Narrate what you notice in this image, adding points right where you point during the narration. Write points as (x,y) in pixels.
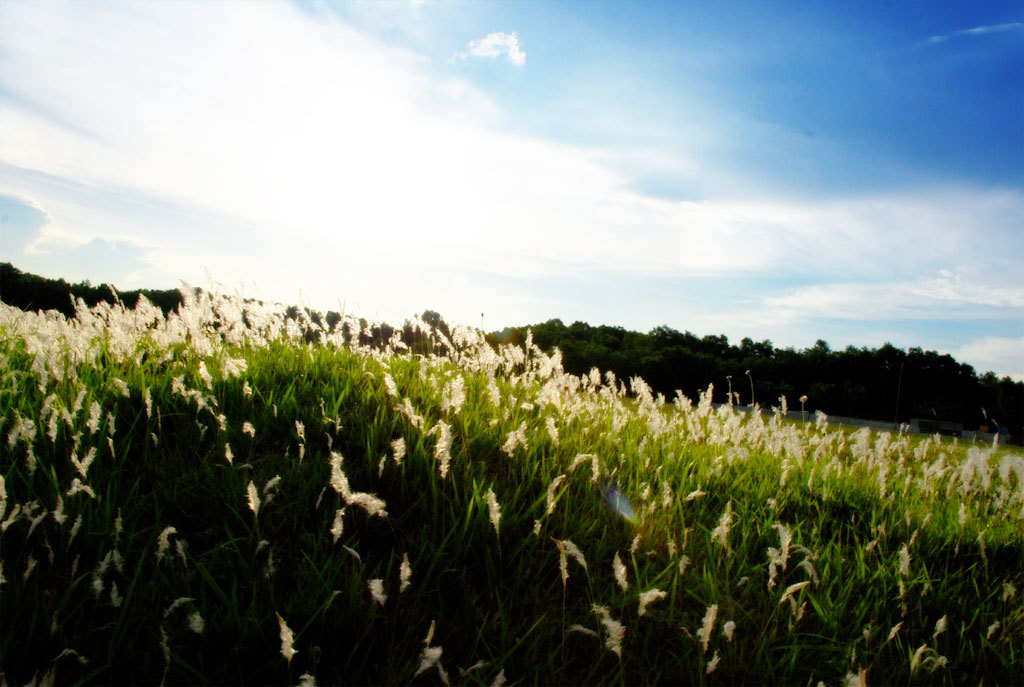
In this image there are some plants (462,520) with some white color flowers (176,378), as we can see at bottom of this image (660,507), and there are some trees (545,334) in the background (541,333). There is a cloudy sky (462,175) at top of this image (534,178).
